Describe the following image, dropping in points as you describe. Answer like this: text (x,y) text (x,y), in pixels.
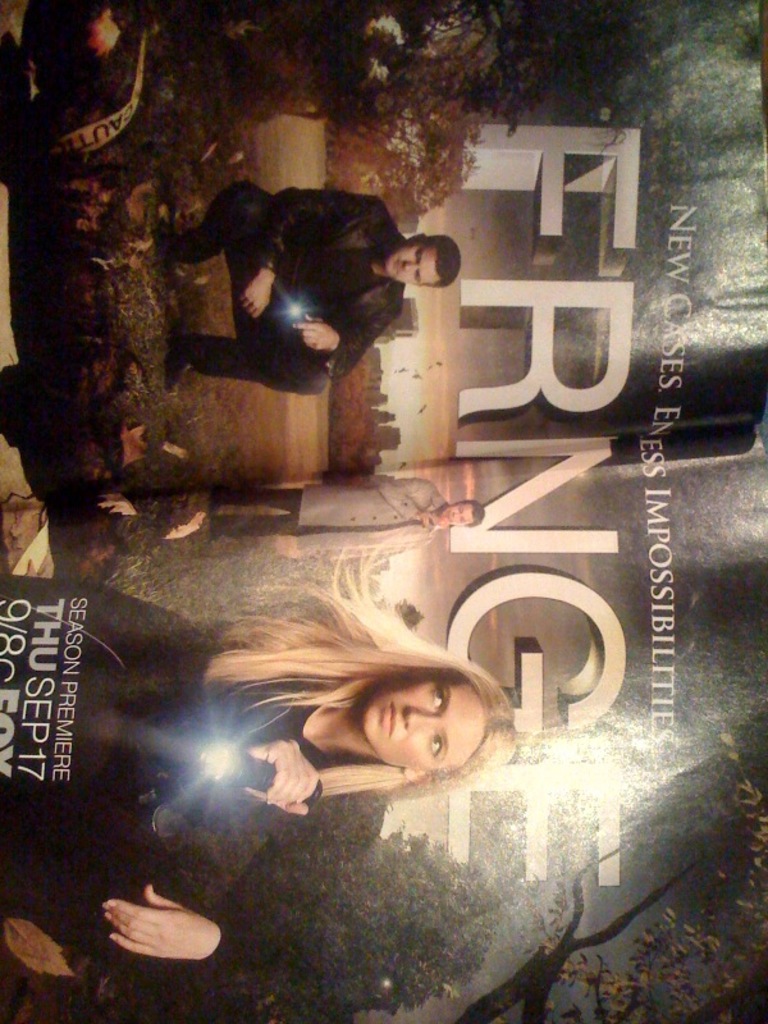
It is a poster. In this image there are people (367,330). At the bottom of the image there is grass (190,431) on the surface (114,551). There are trees (386,132) and there is some text (532,704) on the image.
